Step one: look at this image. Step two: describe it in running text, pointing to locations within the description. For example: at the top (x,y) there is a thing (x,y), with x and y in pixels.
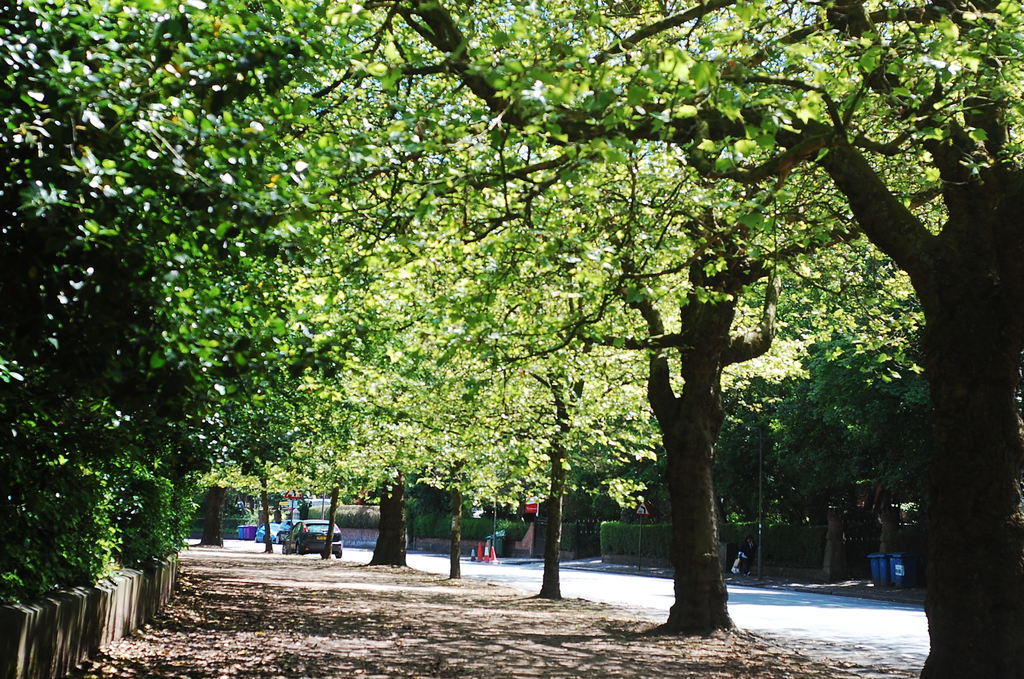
As we can see in the image there are trees (252,302), plants (16,433), dustbins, traffic cones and cars (324,524). In the background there are houses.
